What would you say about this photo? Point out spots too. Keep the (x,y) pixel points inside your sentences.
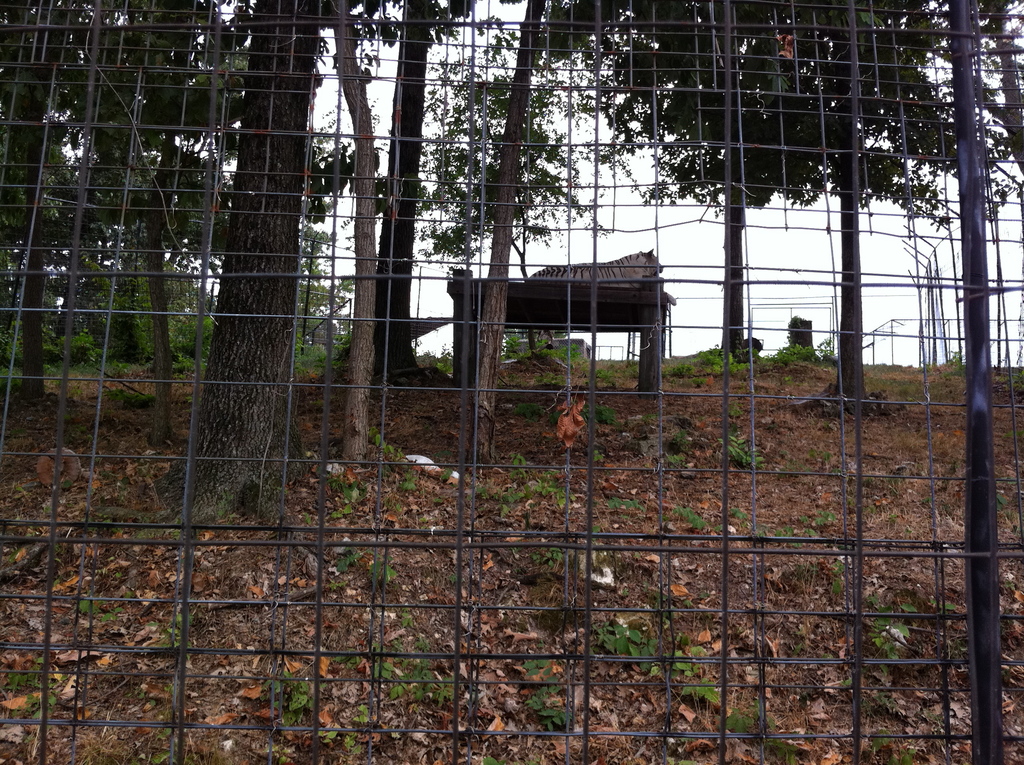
In this image we can see the fence (303,197), through the fence (548,264) we can see there is a table (603,303), on the table (618,303) there is an animal (644,274). And there are trees (530,167), leaves (626,650), fence (928,268) and the sky (699,276).
